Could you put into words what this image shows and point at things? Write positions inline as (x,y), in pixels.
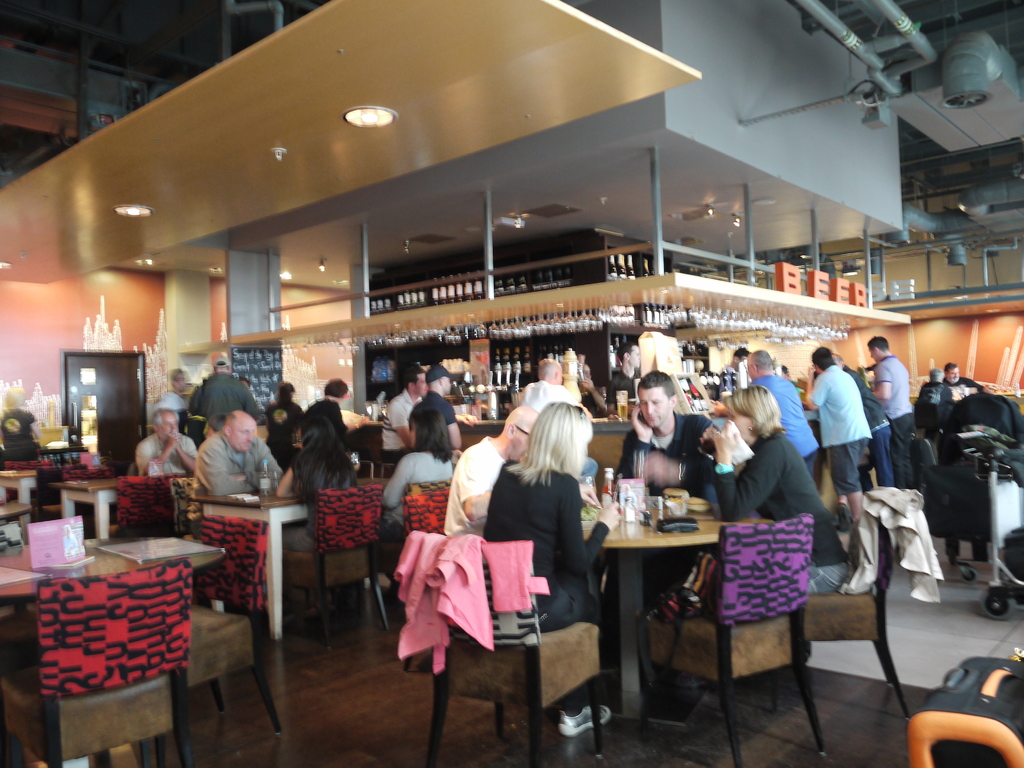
In this image I can see the group of people (466,517) sitting in front of the table (628,547) and some people (633,365) are standing at the wine shop (610,430).
